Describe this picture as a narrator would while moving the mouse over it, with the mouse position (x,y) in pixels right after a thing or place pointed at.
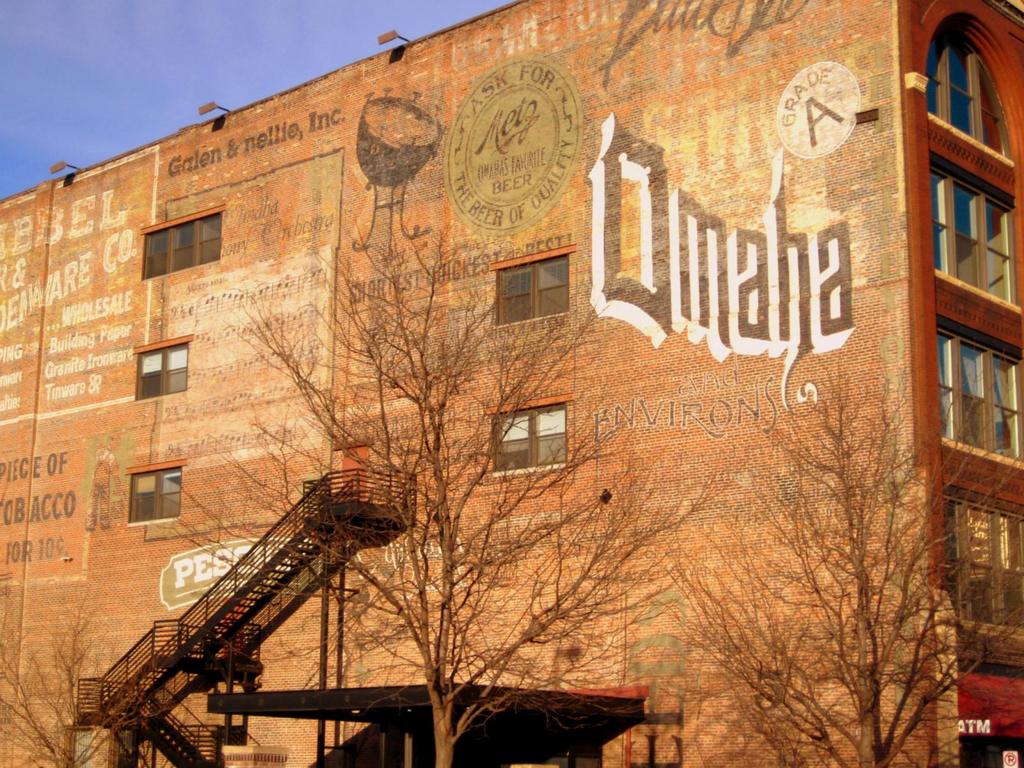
In this picture I can see buildings (503,210), trees (459,554), few windows (1017,600) and I can see text (648,408) on the wall (702,332) and I can see metal stairs (304,566) and a blue sky (83,117). I can see a sign board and a board (964,725) with some text (982,731) at the bottom right corner of the picture (975,681).
